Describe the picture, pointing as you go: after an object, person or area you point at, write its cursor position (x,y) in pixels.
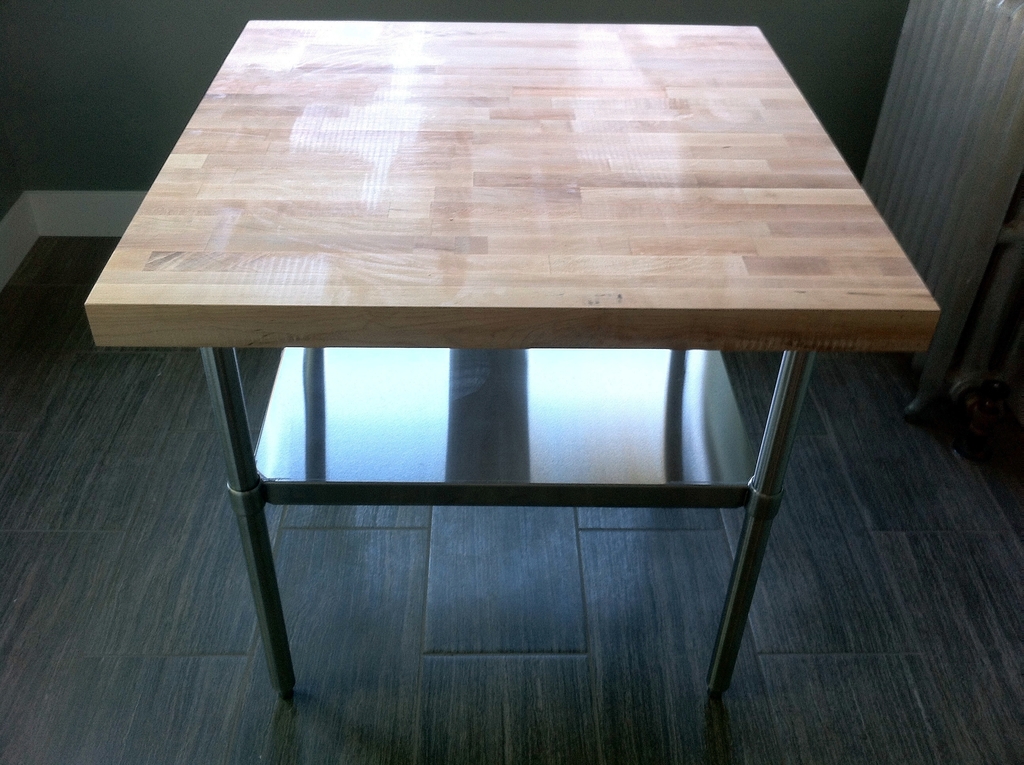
In the center of the image (401,496) there is a table (109,321). In the background of the image (141,25) there is a wall (98,27).
